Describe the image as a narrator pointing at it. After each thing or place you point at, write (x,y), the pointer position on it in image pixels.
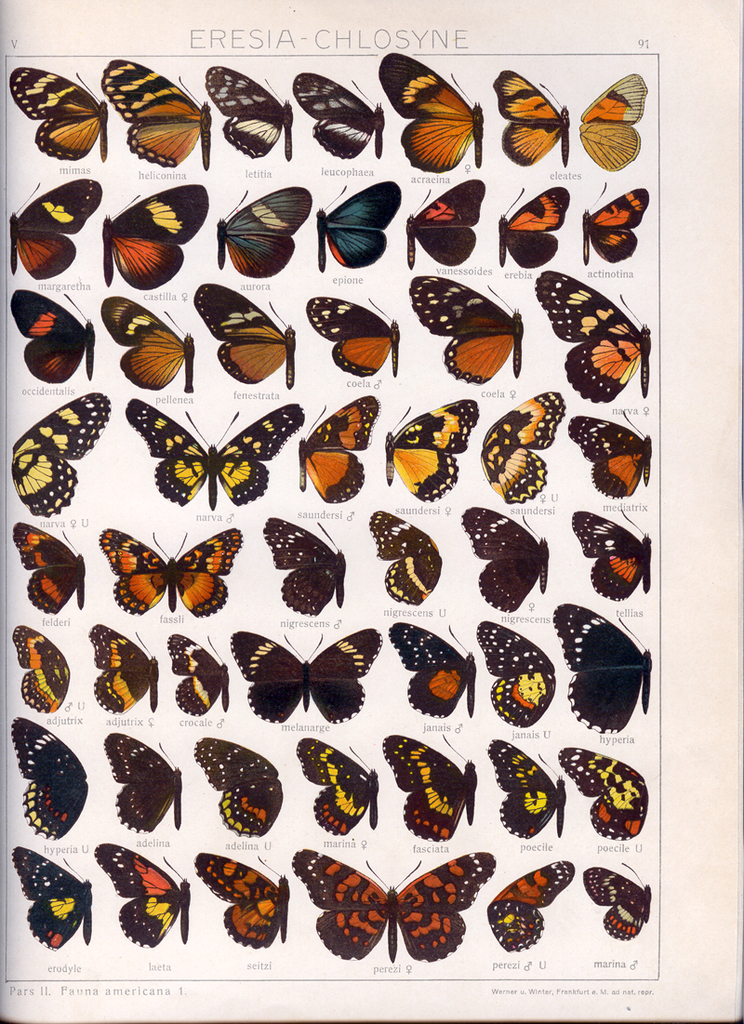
In this image I can see few butterflies (382,529) in different colors and something is written on the paper (606,966).
